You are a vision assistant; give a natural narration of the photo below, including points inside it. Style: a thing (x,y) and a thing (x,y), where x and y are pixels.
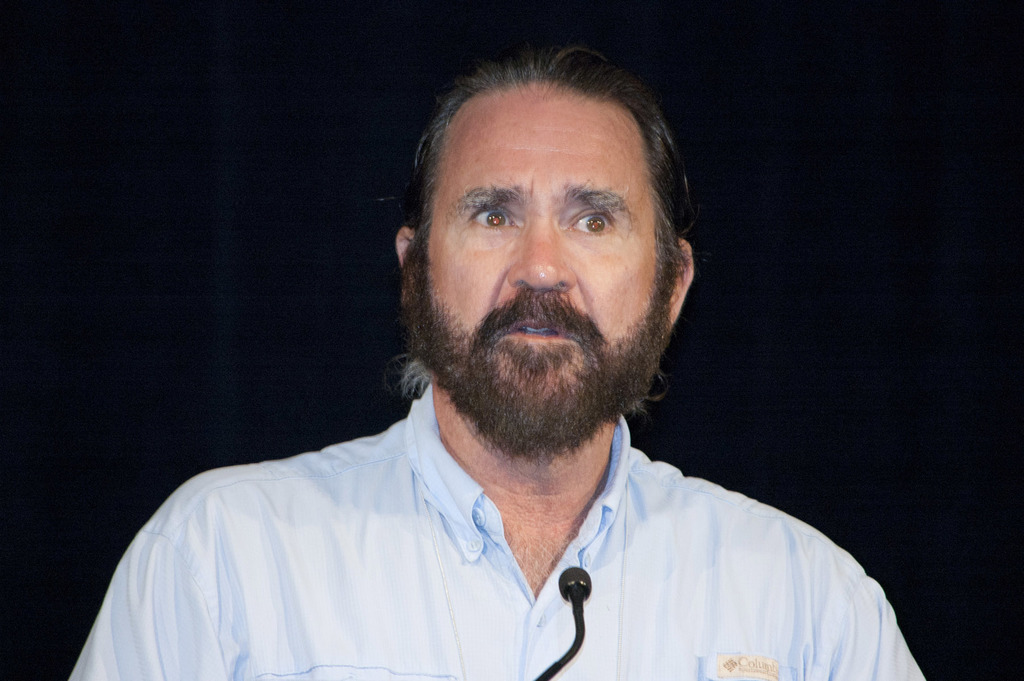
In the center of the image (481,376), we can see a person (495,398) and in the front (563,585), there is a mic (581,597) and the background (172,147) is dark.
